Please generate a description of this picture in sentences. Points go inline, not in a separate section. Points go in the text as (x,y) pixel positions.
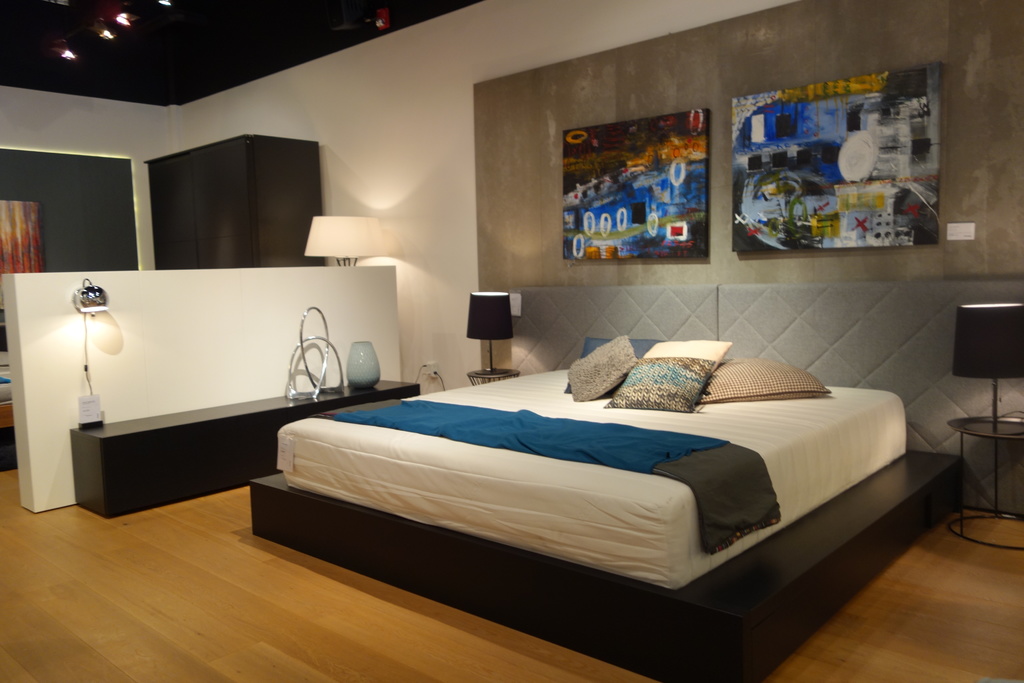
It is a bedroom (475,505), there is a bed (462,460) and on the bed (511,463) there are some pillows (660,379), on the either side of the bed (646,326) there are two lamps (495,315) and in the background (486,207) there is a wall (388,182) in front of the wall (334,189) there is a wardrobe (284,183), two photo frames (835,112) are kept.
